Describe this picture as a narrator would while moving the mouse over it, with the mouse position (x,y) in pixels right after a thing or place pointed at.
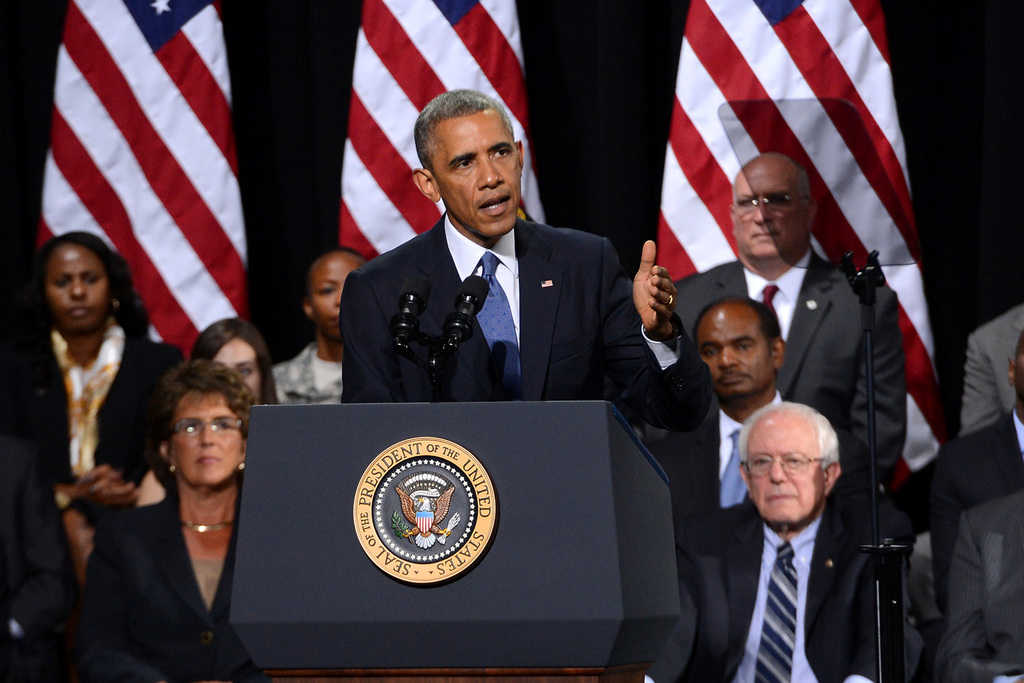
In this image there is a man (573,272) standing near the podium (448,474) and speaking in front of the mic (414,297). In the background (433,56) there are three flags (438,50). Behind the man (380,328) there are few people (758,382) standing and listening to him.
